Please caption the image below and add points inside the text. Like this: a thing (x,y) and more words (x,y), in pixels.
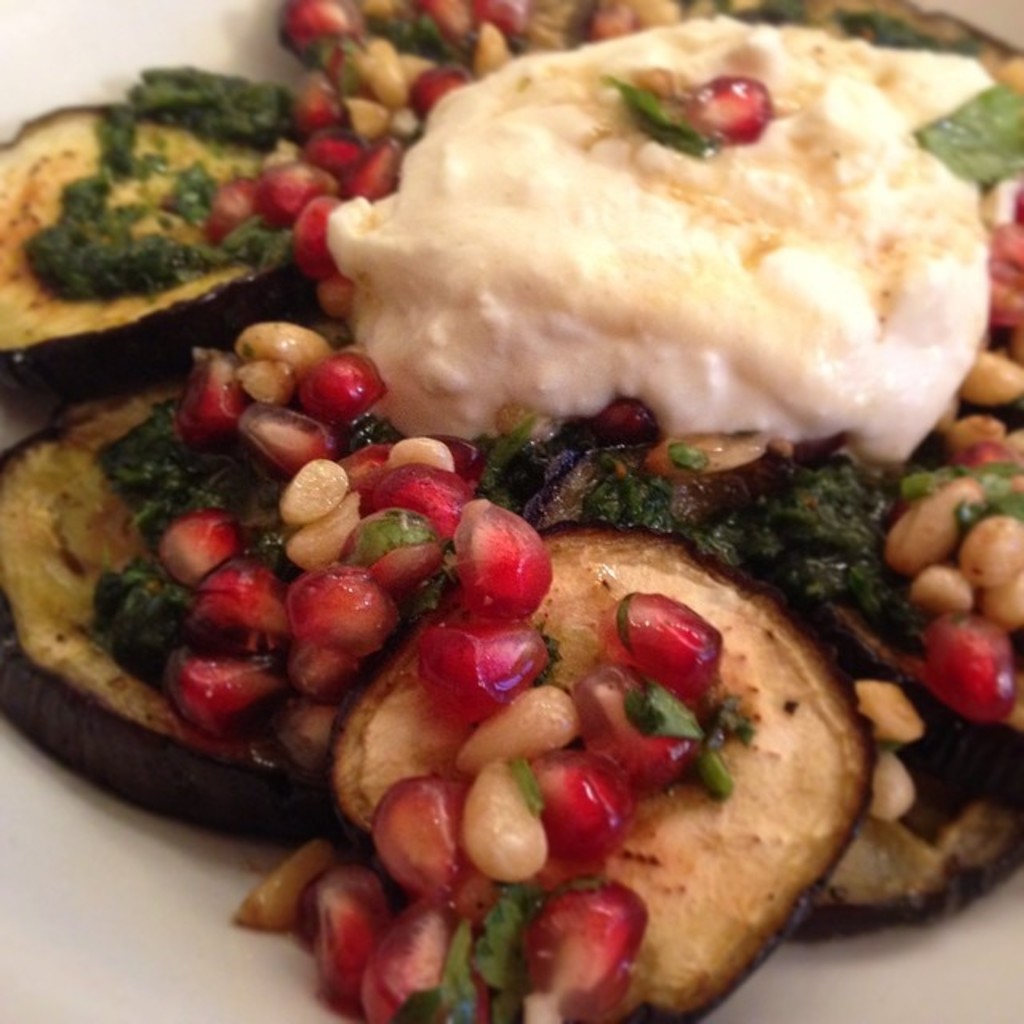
In the image there is a cooked food item (20,681) and it is garnished with pomegranates (525,675) and cream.
